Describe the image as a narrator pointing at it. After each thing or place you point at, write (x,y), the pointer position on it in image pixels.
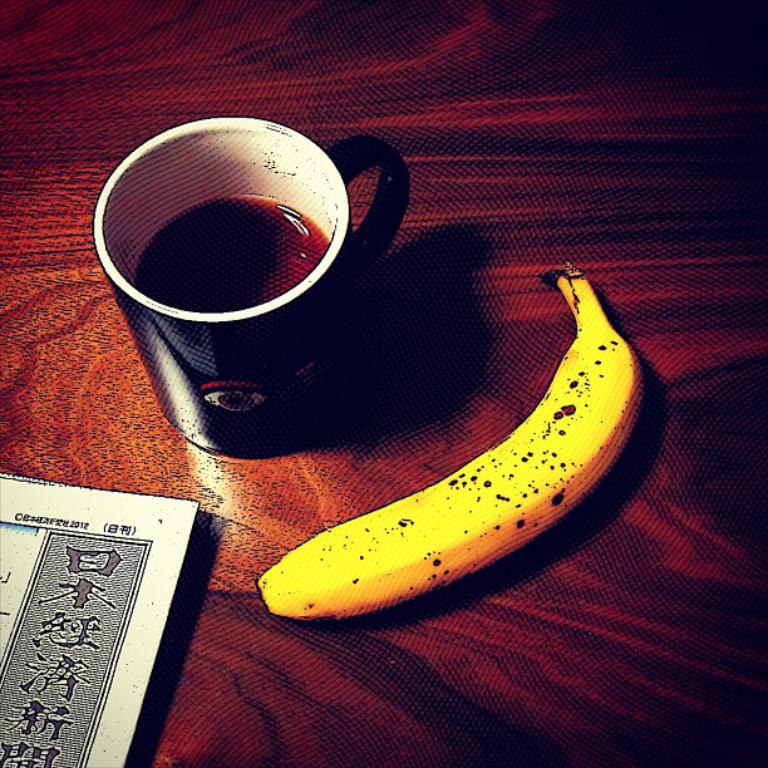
In this image, we can see a liquid (249,232) in a cup (176,194), banana (384,588) and paper (29,545) on the wooden surface (552,301).
